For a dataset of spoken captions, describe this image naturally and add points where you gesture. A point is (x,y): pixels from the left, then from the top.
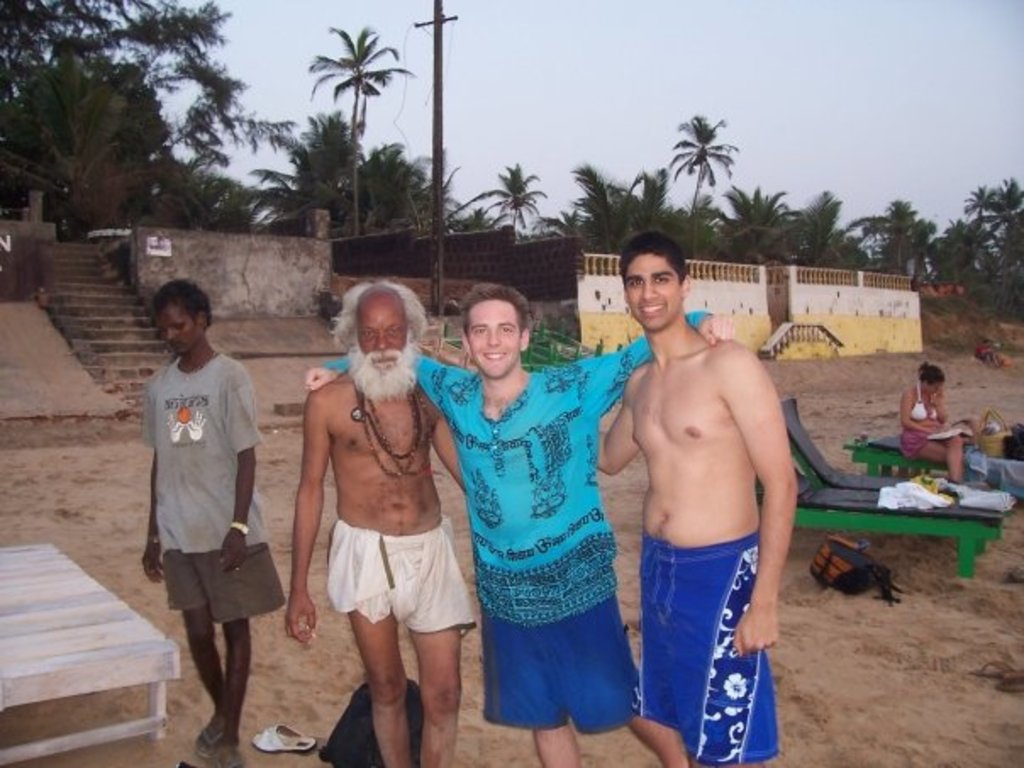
In this image few people (394,497) are standing on the land (281,723) having footwear (301,741) and a bag (345,730). Left side (67,739) there is a table (76,613). Right side (851,486) there are chairs (875,490). A woman (961,460) is sitting on the chair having few objects (927,502). Left side (101,330) there are stairs (88,331). Middle of the image (440,260) there is a pole (437,284). Background (489,278) there are buildings (573,271) and trees (819,226). Top of the image (675,141) there is sky (830,101).
